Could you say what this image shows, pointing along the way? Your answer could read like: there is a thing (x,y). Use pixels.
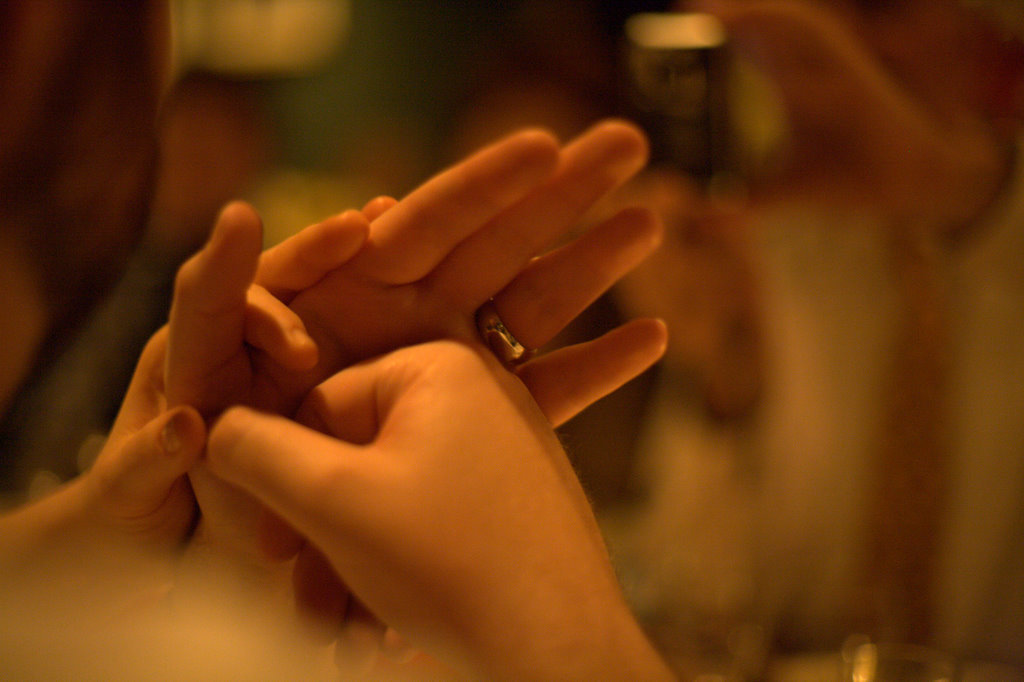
In this image I can see hands (440,464) of two persons (410,491) and I can see a ring (487,330) which is silver in color to a hand (463,309). In the background (452,136) I can see few blurry objects (756,215).
